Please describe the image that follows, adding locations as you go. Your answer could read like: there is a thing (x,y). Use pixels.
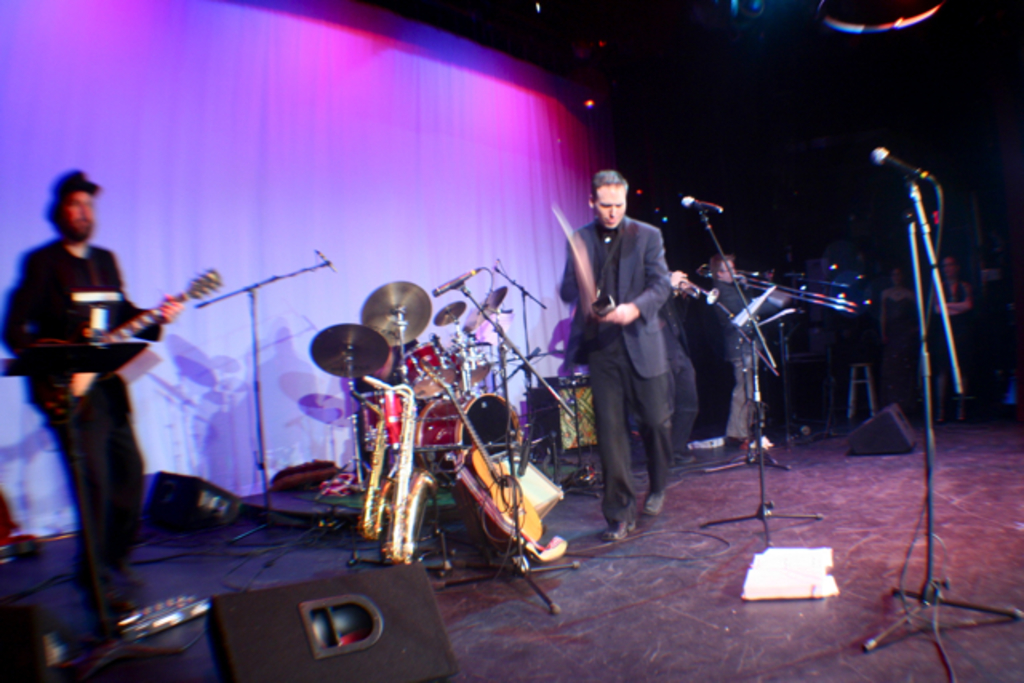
In this image there are group of people (113,277). The person (121,559) standing at the left side of the image (109,263) is playing guitar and there are drums (388,432), microphones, speakers (422,615) on the stage (722,548) and there is a curtain (337,134) at the back (286,123).
